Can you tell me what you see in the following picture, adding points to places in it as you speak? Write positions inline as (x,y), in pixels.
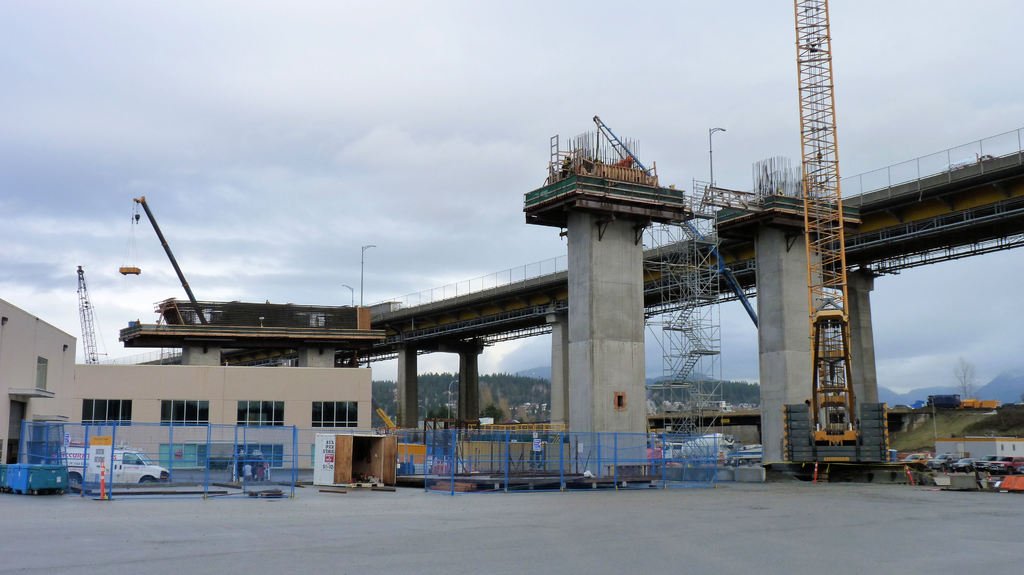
In this picture we can see pillars (643,373), bridge (565,285), building (3,372) with windows (326,404), vehicle (136,456) on the ground (645,519), trees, mountains (1016,386) and some people (256,468) and in the background (456,77) we can see the sky (514,107) with clouds (398,259).
